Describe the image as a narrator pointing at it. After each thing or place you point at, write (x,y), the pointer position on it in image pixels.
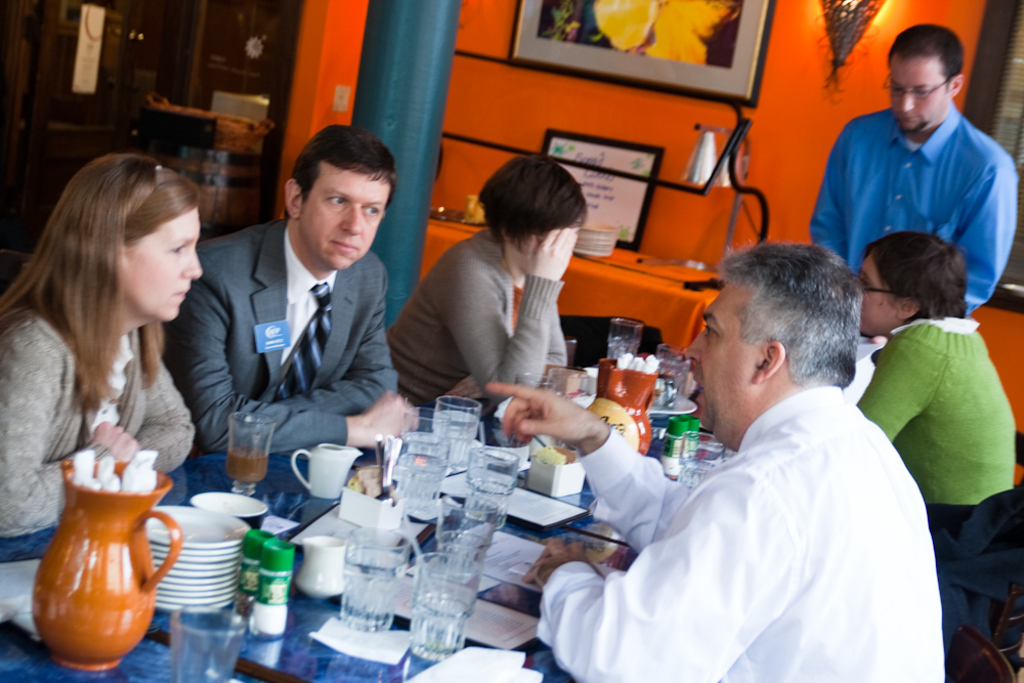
In this image there are the persons (288,222) sitting around the table (300,671), on the table (407,577) there are the glasses (478,545) and jars (141,585), plates (198,588) kept on the table (197,598), on the right side (977,212) a person (983,195) wearing a blue color shirt (983,194) he is standing in front of the people (779,291). And the background (487,114) i can see a orange color wall (528,77) and on the wall (525,103) i can see a photo frame (609,67) attached to the wall (597,102).
